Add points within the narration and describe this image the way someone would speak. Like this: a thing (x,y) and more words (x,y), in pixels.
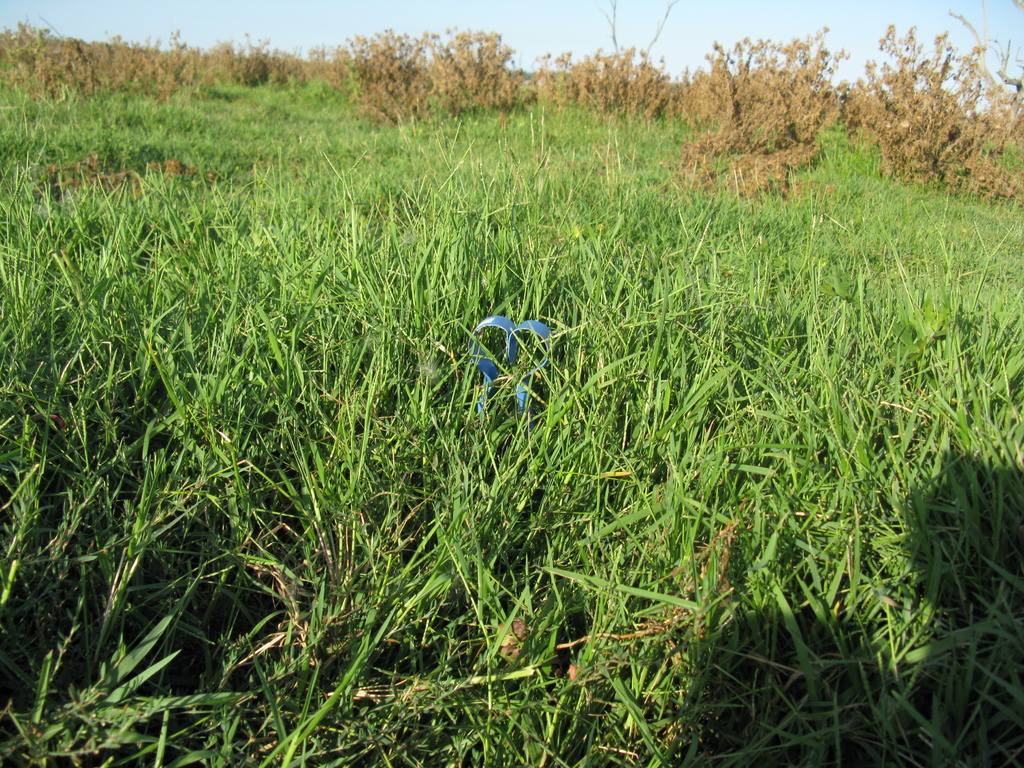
In this image we can see some grass (504,442), plants (783,97) and the sky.
